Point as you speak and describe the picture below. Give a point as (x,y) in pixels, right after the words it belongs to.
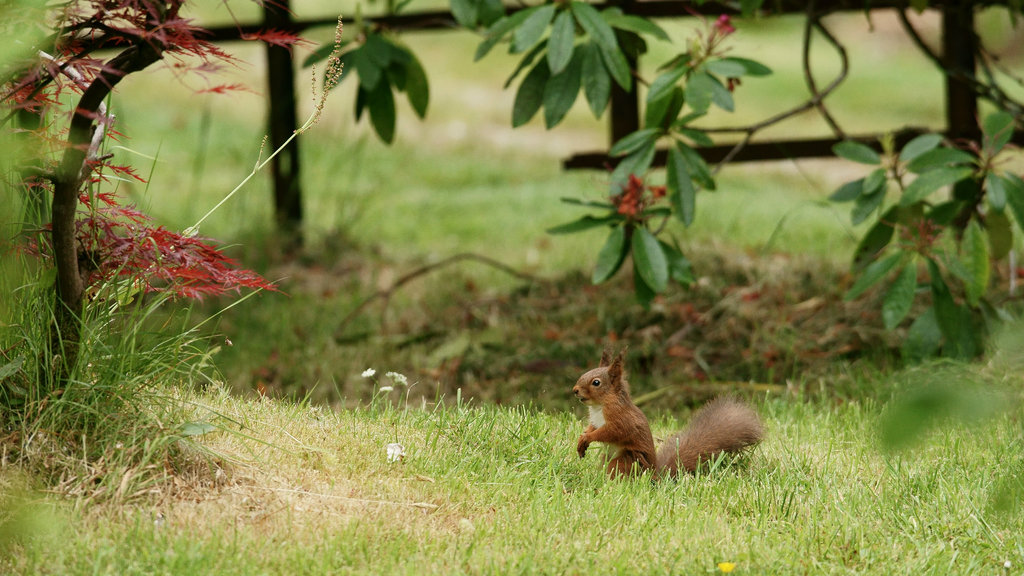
In this picture we can see a squirrel (580,450) on the ground (469,428), trees (66,280) and in the background (307,206) we can see grass (345,110) and it is blurry.
